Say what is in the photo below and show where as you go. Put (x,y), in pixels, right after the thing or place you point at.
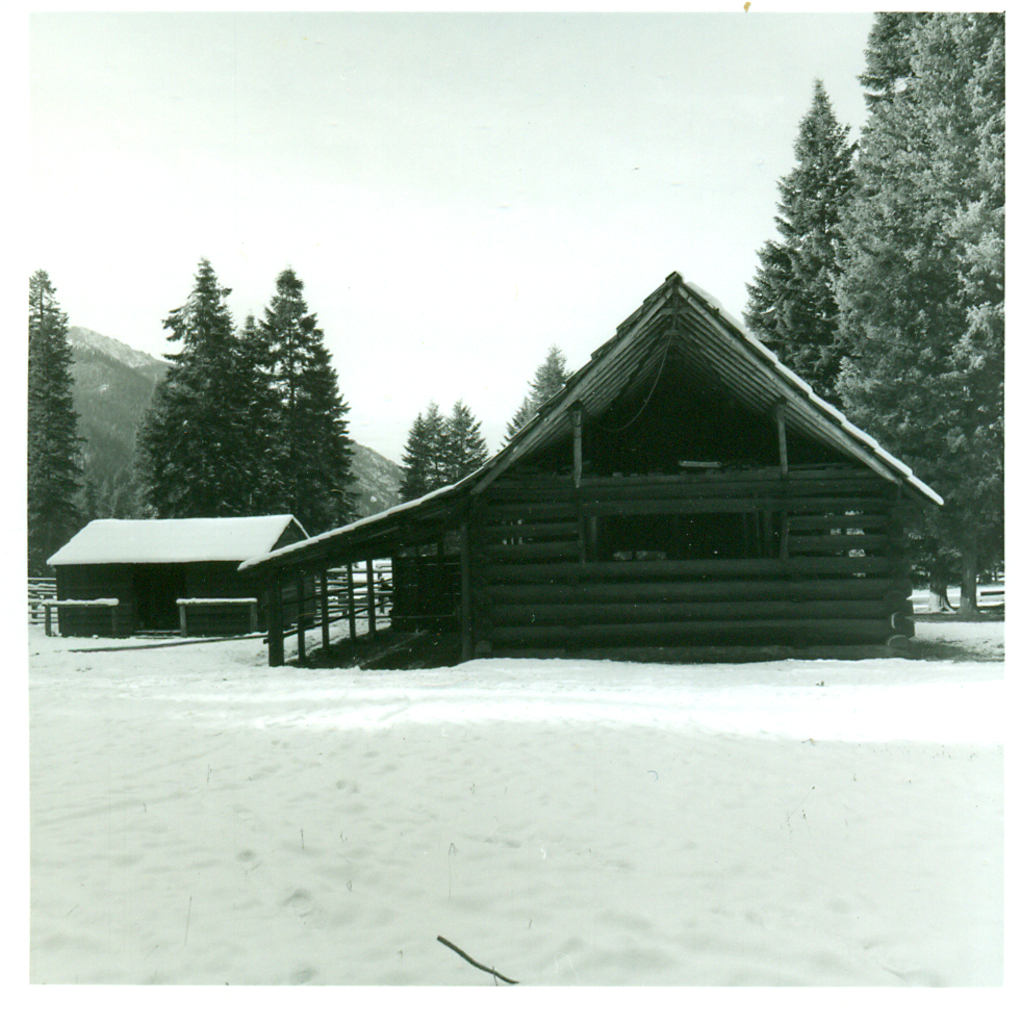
There are two wooden houses (411,562) covered with snow (241,542) and there are trees (782,292) in the background (759,317).
